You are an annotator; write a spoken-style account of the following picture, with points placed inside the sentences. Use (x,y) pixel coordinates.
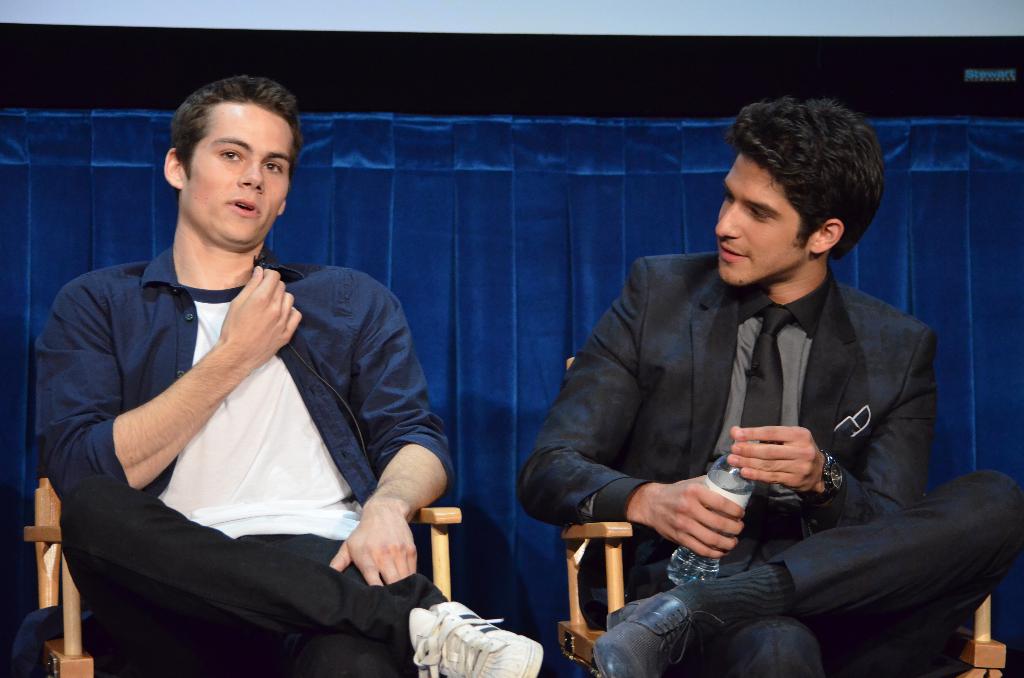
In this image I can see two persons (363,530) sitting on chairs (564,537) and on the right side (820,463) person (764,428) he holding a bottle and in the background (1011,151) I can see blue color curtain (479,275).
